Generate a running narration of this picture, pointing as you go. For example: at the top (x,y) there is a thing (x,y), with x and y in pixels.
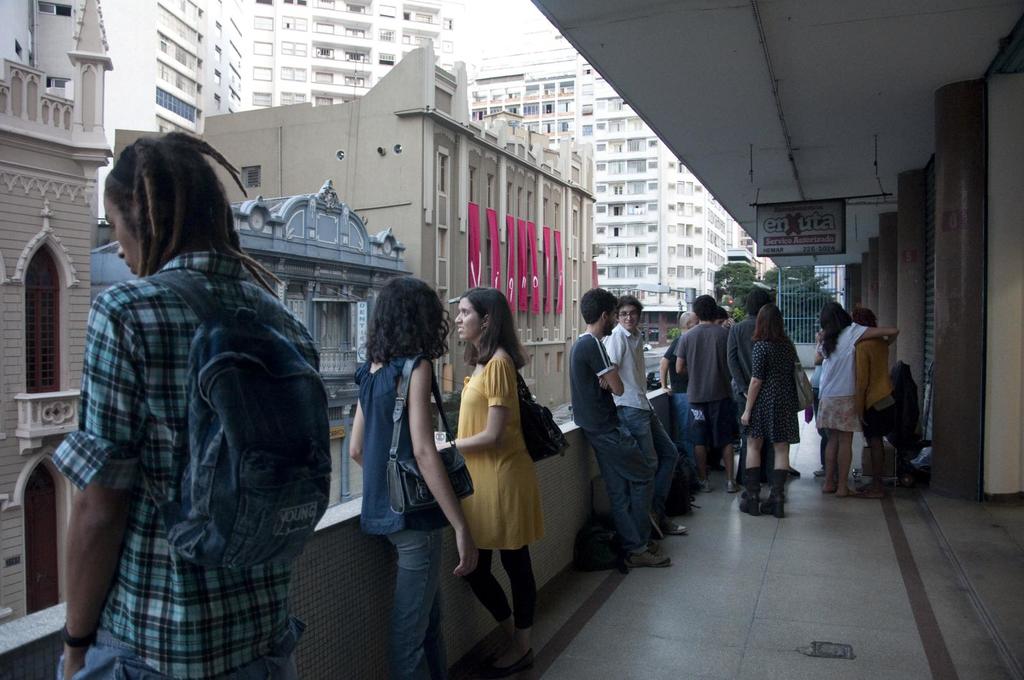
In this image there are people (624,360) standing in the corridors (931,333). There are buildings (345,344) on the left side (322,281). There are tall buildings (266,69) in the background (575,125). There is a marble floor (878,540).
